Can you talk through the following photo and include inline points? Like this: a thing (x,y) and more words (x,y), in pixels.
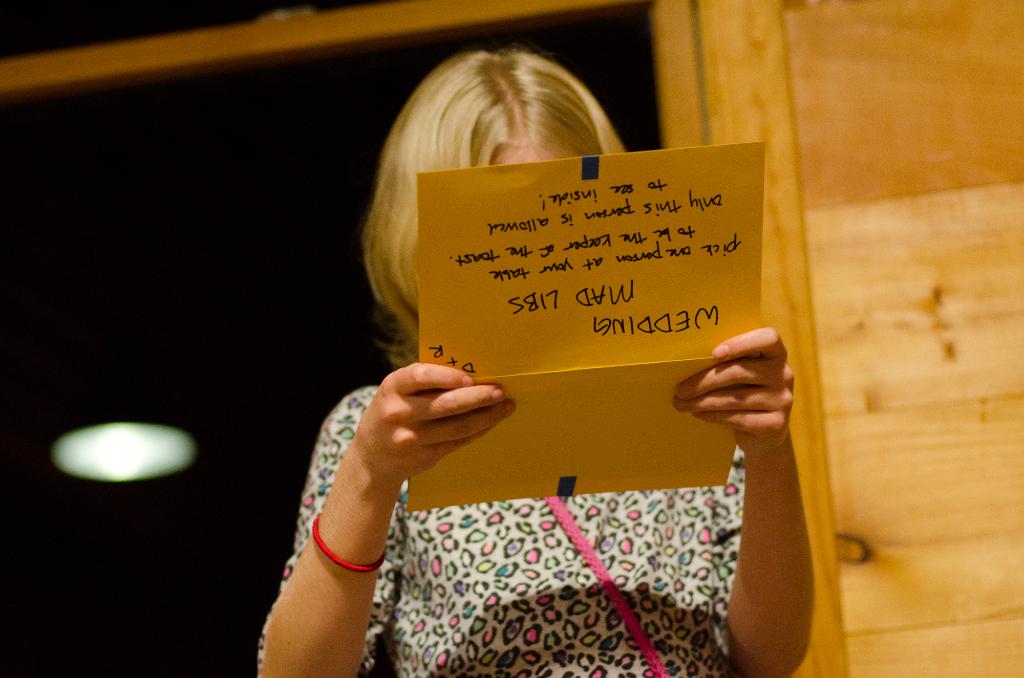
In this picture I can see a woman (304,618) holding a card (619,393) with some text (601,296) and I can see light (146,460) on the ceiling (75,490).
